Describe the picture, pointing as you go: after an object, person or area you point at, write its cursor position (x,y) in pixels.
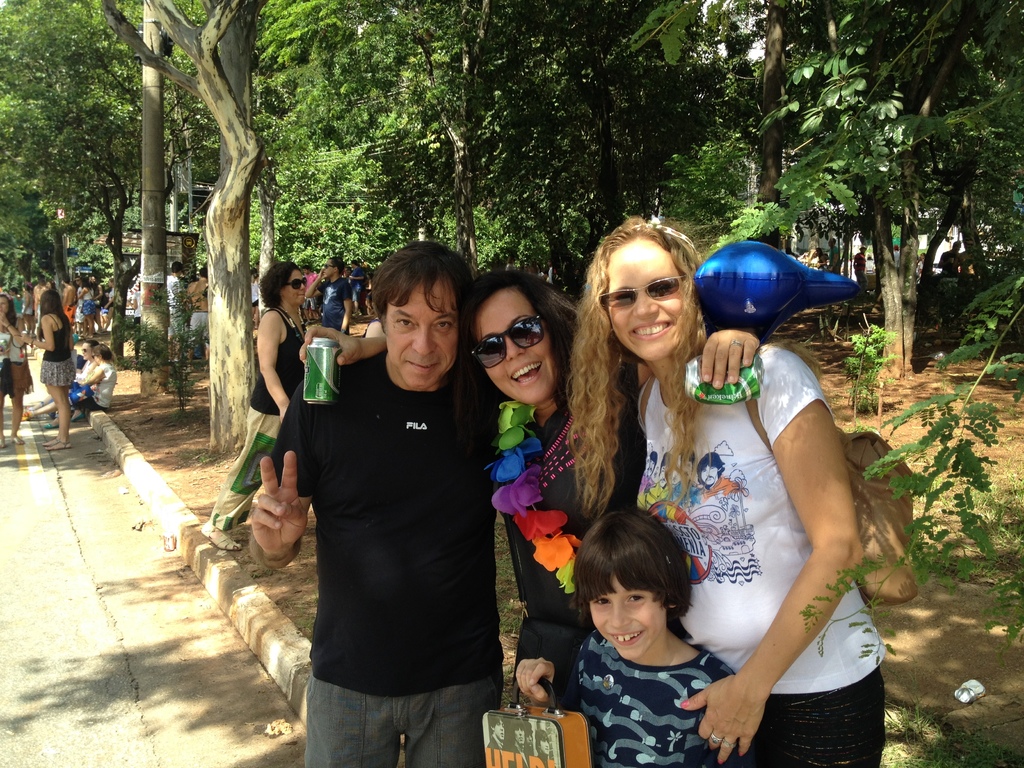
In the foreground (794,725) we can see four persons (704,360) and they are smiling. Here we can see a woman (540,504) in the center (556,351) holding green tin (334,372) in her left hand (333,329). In the background (318,309), we can see a few people (84,364) and trees (179,37).
